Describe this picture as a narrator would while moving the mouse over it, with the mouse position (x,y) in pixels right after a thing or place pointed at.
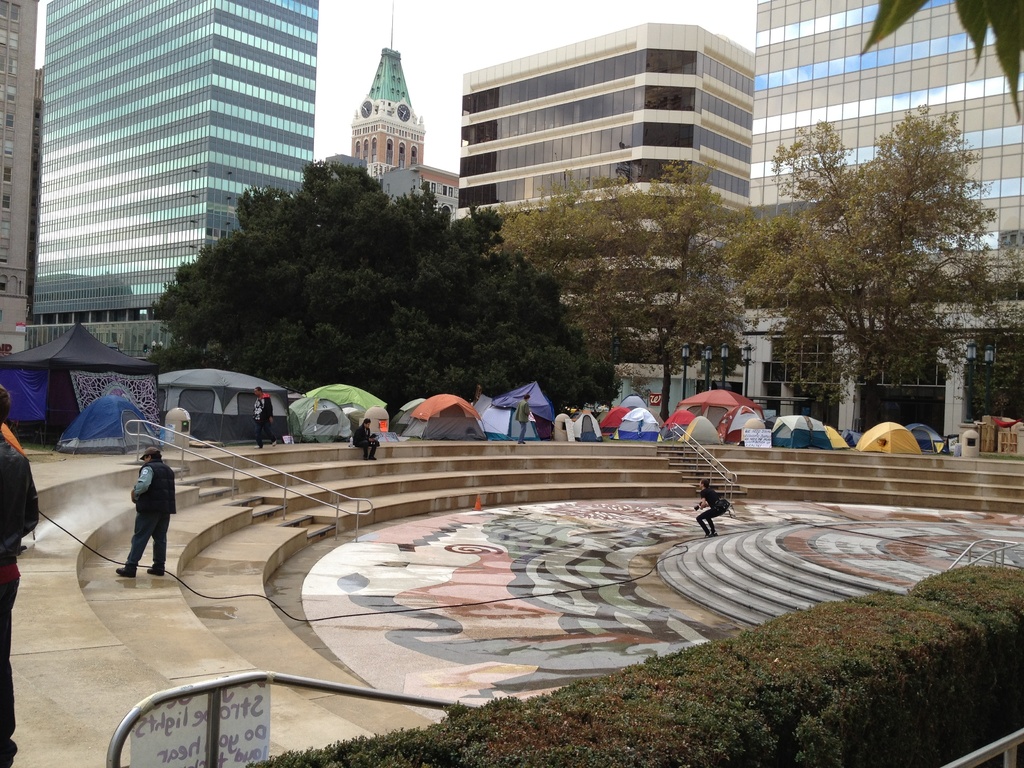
There are people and we can see plants (651,684), board (169,719) on rods (211,708), steps (303,698) and wire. We can see tents (26,387) and trees (287,384). In the background (191,80) we can see buildings (774,92) and sky (446,39).
